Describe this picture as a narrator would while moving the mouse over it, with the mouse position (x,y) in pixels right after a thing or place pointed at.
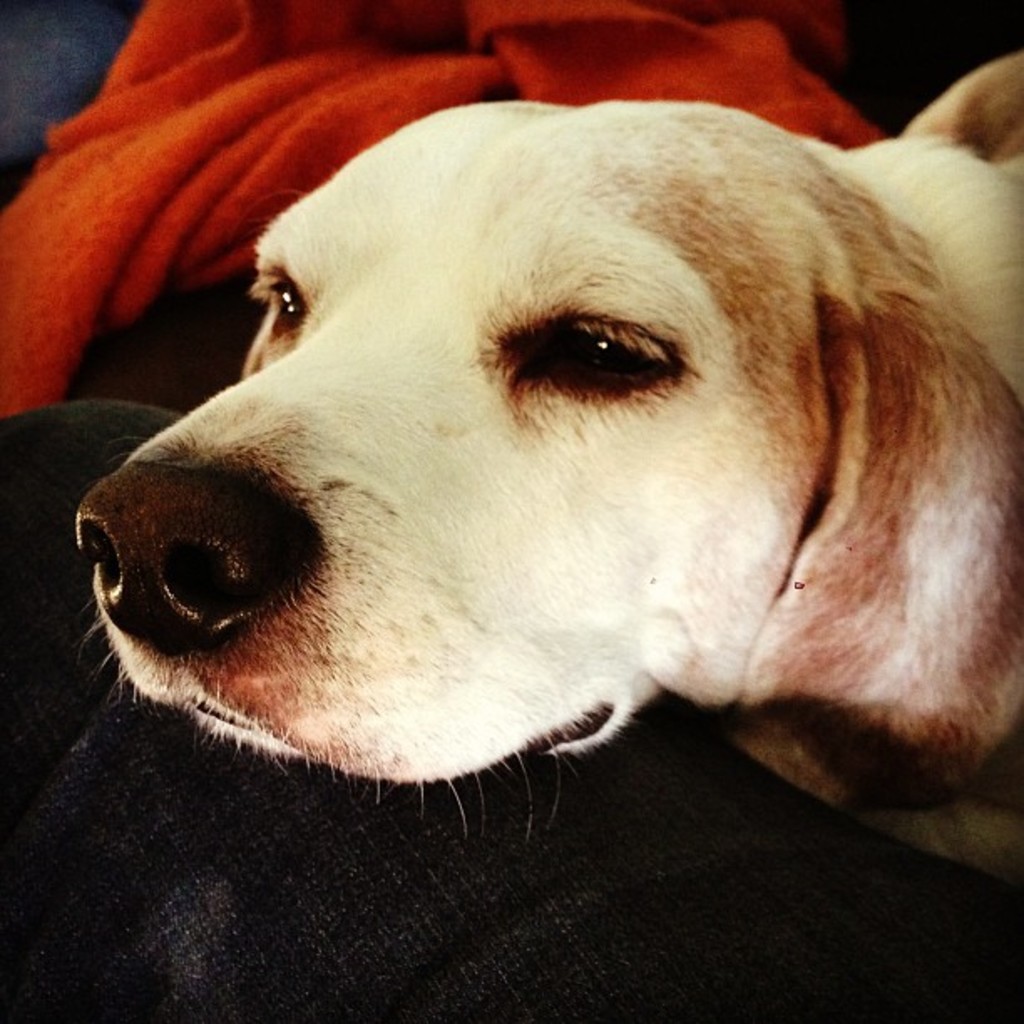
In this image we can see a dog (895,472) on a leg (498,892) of a person (650,832). At the top of the image (391,18) we can see a cloth (220,157).
